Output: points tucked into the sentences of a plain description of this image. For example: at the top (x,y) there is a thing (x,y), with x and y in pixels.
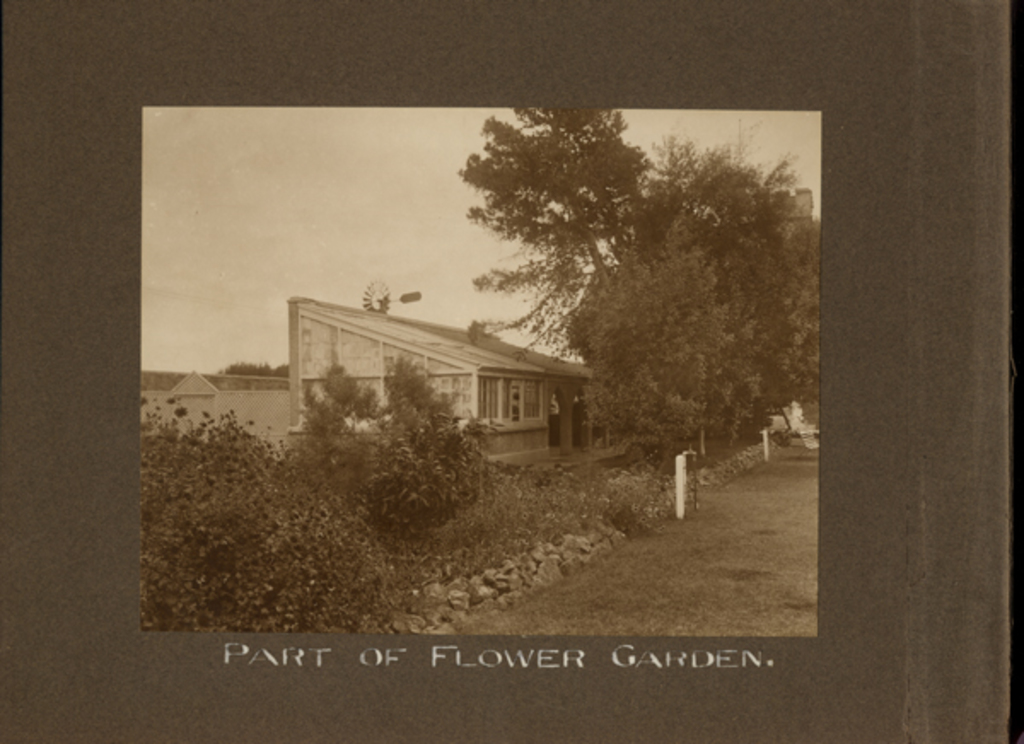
In this image we can see a building (497,419), stones (428,591), barrier poles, trees (580,272) and sky (285,310).
